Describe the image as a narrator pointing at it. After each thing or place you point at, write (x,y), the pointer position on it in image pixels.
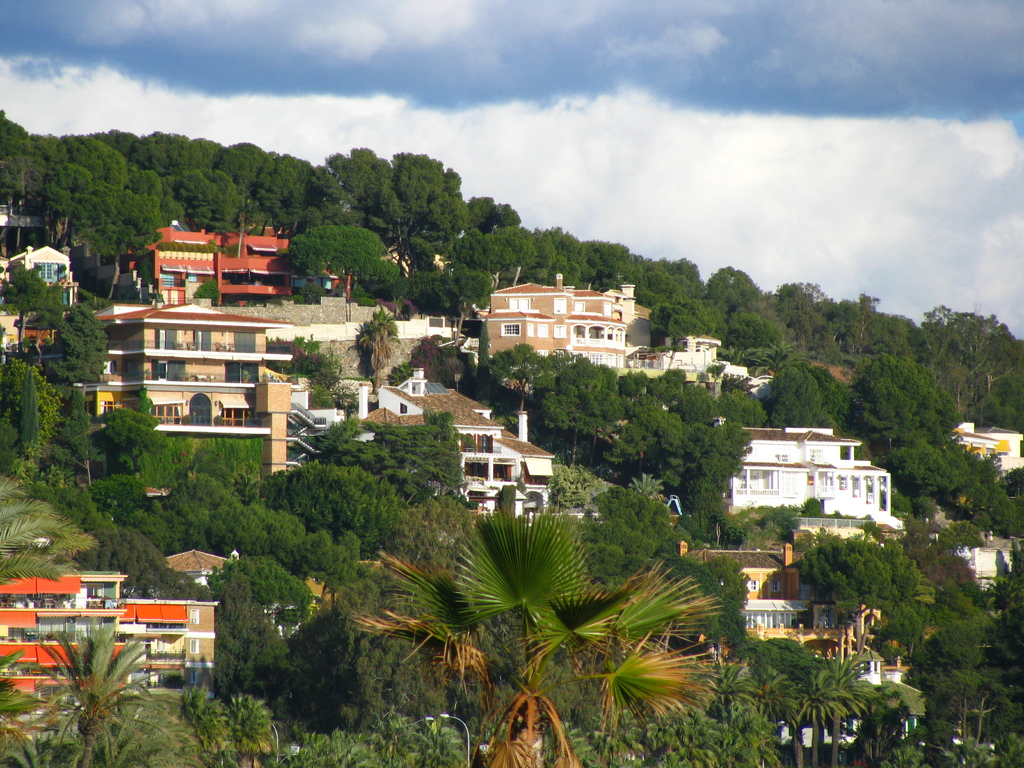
In the image there are a lot of trees (373,522) and in between the trees (163,141) there are buildings (394,414) and houses (534,342).
